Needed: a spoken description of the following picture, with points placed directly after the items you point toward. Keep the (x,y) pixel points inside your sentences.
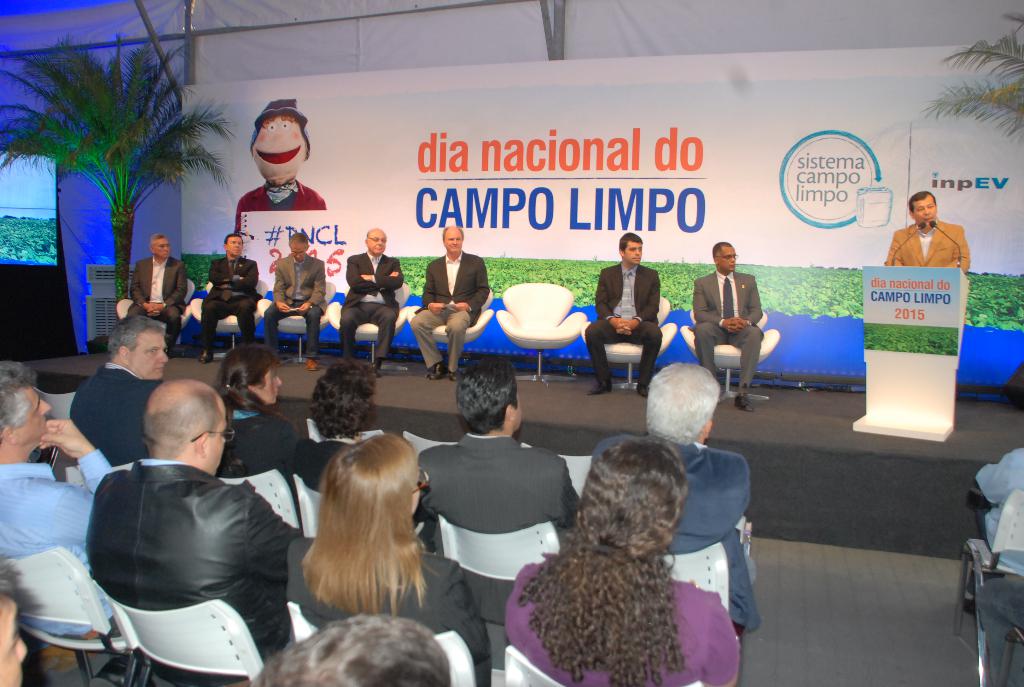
At the bottom of this image (330,559) few people (180,478) are sitting on the chairs (451,630) facing towards the back side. In the middle of the image (486,316) there are few people (315,295) sitting on the chairs (542,345) which are placed on the stage (799,424). On the right side (927,245) there is a man (927,245) standing in front of the podium (908,324) and speaking on the microphone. At the back of these people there is a banner (534,190) on which there is some text (506,217) and a cartoon image (280,170). On the right (983,93) and left side of the stage (752,439) there are trees (166,120). At the top of the image (407,28) there is a tent (582,28).
